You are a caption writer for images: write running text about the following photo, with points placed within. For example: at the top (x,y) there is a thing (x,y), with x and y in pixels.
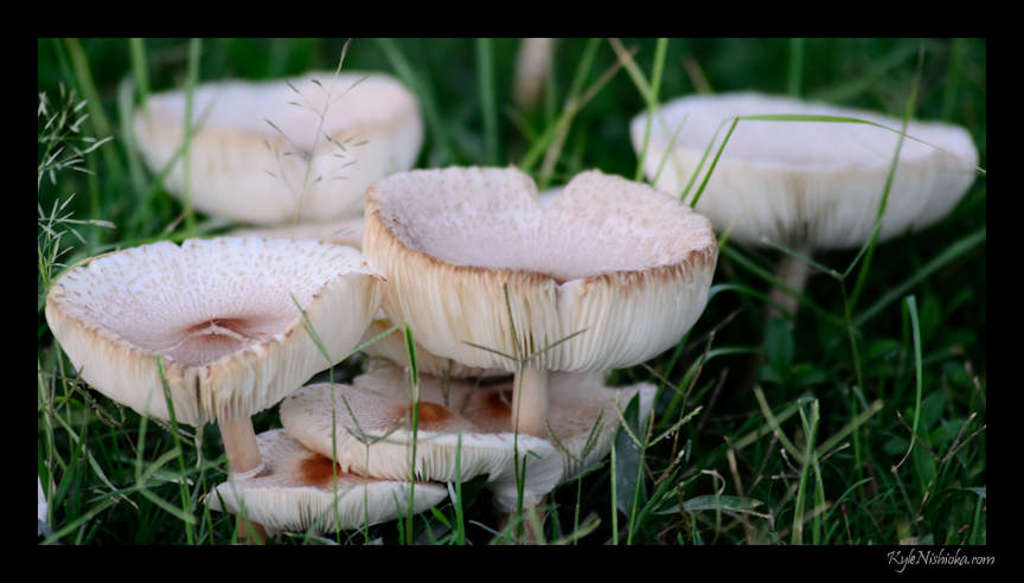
The picture consists of mushrooms (855,171) and grass (823,463). The picture has a black border (830,21).
